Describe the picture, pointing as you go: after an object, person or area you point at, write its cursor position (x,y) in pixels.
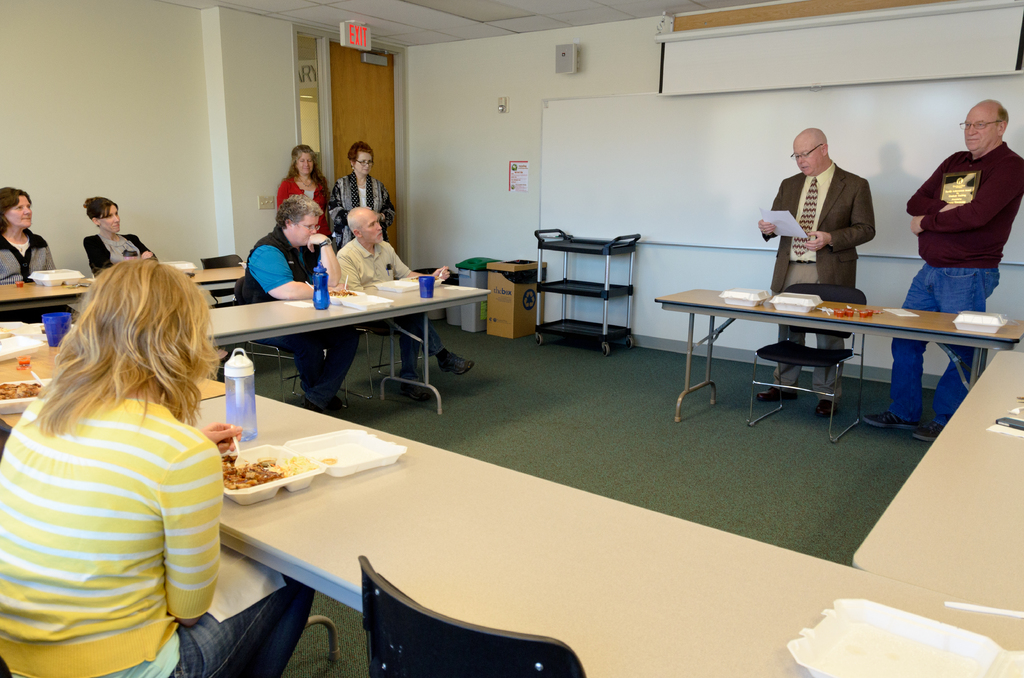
In the image there are several persons (306,250) sat on chairs (418,646) in front of table (956,619) with plates (354,304) on the table (295,439) and on wall (602,258) there is a white board (655,204), it seems to be meeting room (689,206).
